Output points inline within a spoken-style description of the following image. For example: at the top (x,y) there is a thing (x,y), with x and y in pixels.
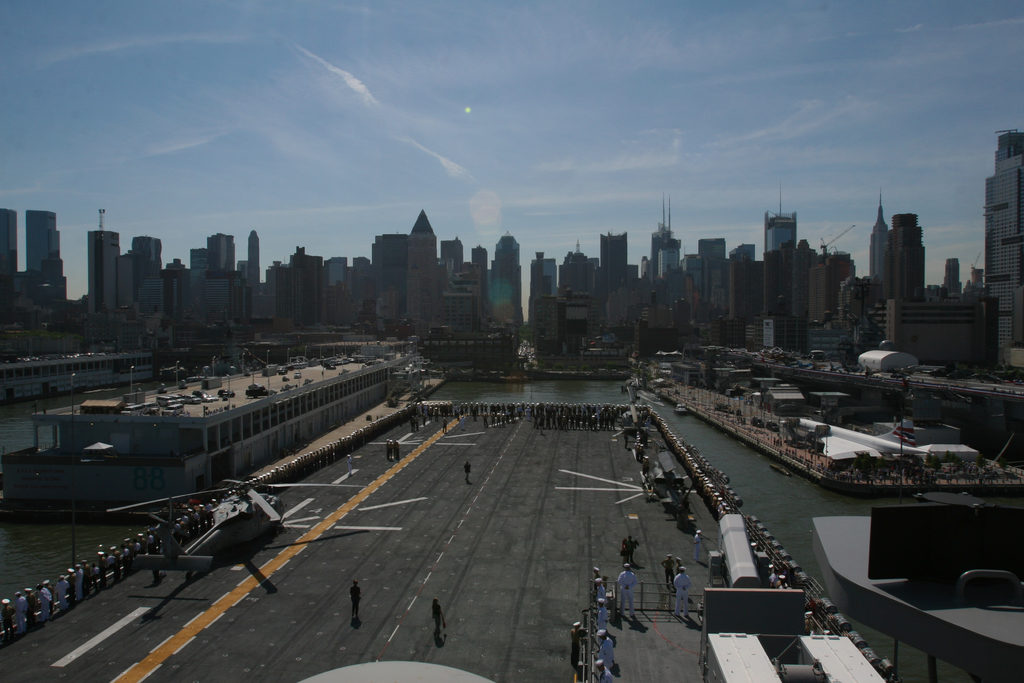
In the center of the image (440,416) there is a runway (236,575). There is helicopter (283,483). There are people (68,585). In the background of the image (1008,242) there are buildings (348,286). There is water (736,447). At the top of the image (393,145) there is sky (337,168).
